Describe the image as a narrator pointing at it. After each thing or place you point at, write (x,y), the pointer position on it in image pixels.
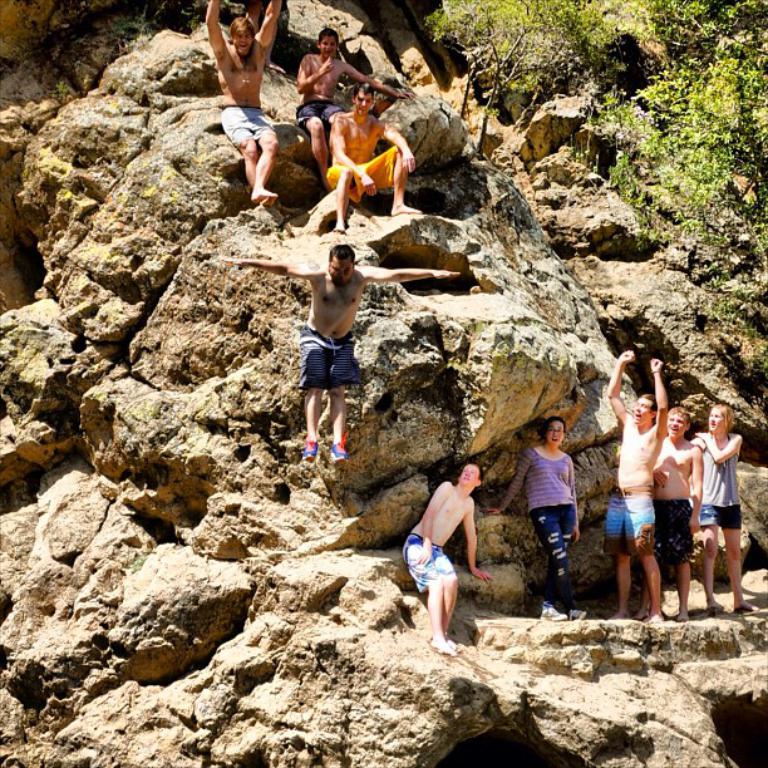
In this image I can see some people (331,256). I can see the rock (315,562). On the right side (700,172), I can see the trees (665,98).
